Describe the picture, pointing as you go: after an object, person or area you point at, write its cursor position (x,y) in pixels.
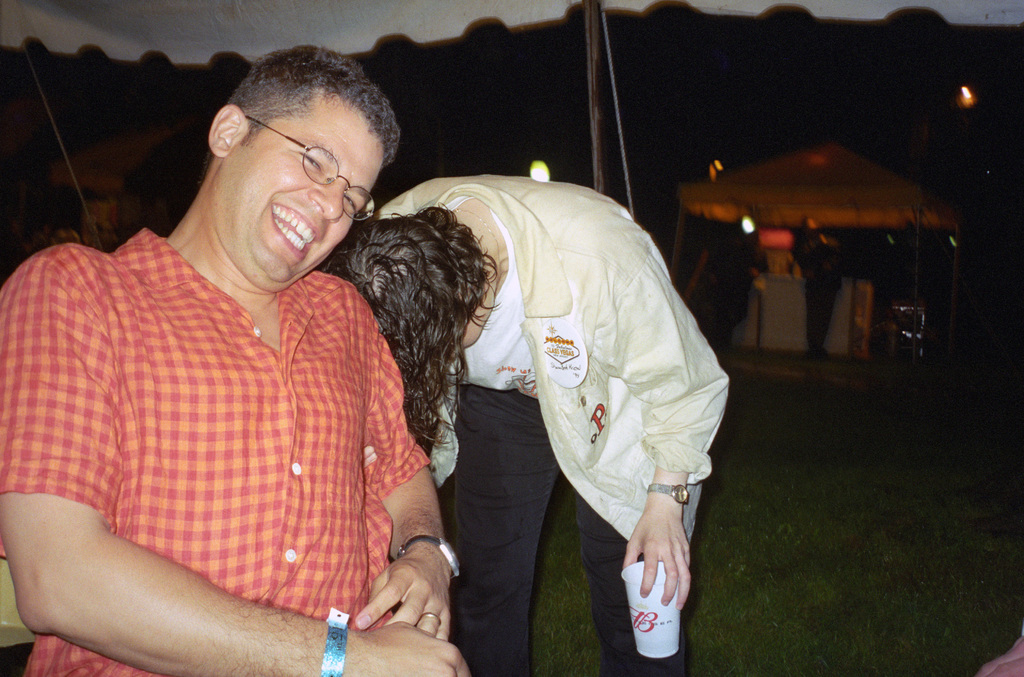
In this image, I can see the man (171,489) sitting and smiling. Here is another person (475,501) standing and holding a glass (642,599). At the top of the image (350,32), that looks like a tent (131,27). Here is the grass (846,556). In the background (807,162), I can see another tent (780,181) and two people (814,265) standing.
